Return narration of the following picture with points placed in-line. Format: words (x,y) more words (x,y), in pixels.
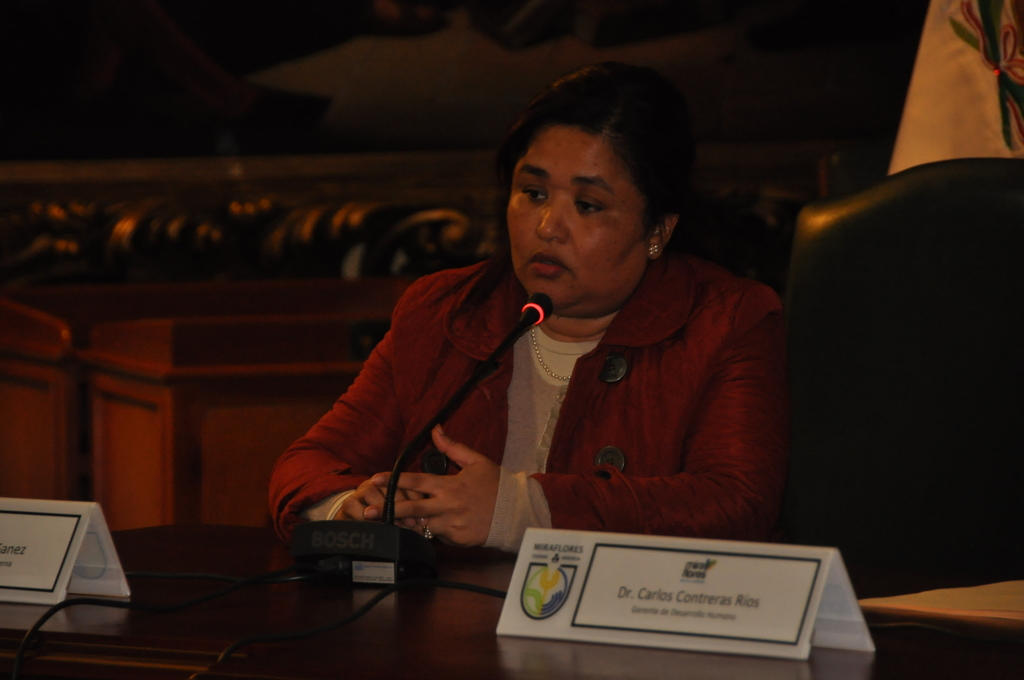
In this image I can see a person (551,354) is in front of the podium (449,561) and with the board (636,584) on it.
